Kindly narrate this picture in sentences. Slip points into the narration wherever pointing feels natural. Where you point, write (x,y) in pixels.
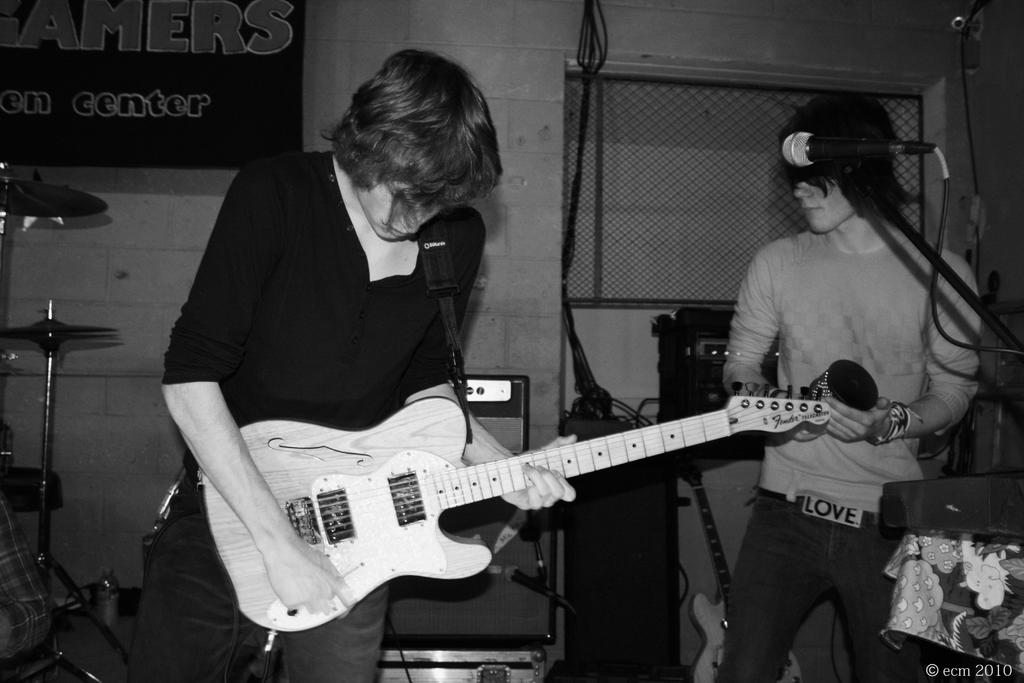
In this image there are two persons (832,303) who are playing musical instruments (425,425).
